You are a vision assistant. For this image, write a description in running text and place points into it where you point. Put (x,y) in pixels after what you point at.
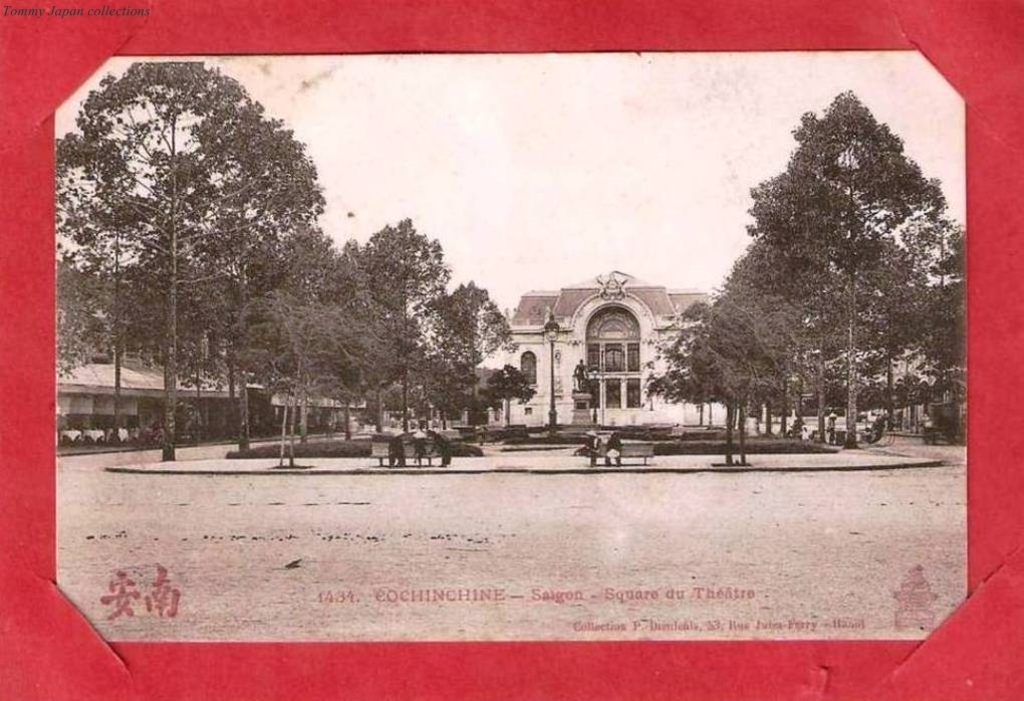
In this picture we can see a frame (357,659). On the frame (445,658) we can see trees (497,392), benches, plants (527,437), shed (255,389), pole (555,335), sculpture (572,396), building (626,369), and few people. In the background (645,222) there is sky (556,188).
